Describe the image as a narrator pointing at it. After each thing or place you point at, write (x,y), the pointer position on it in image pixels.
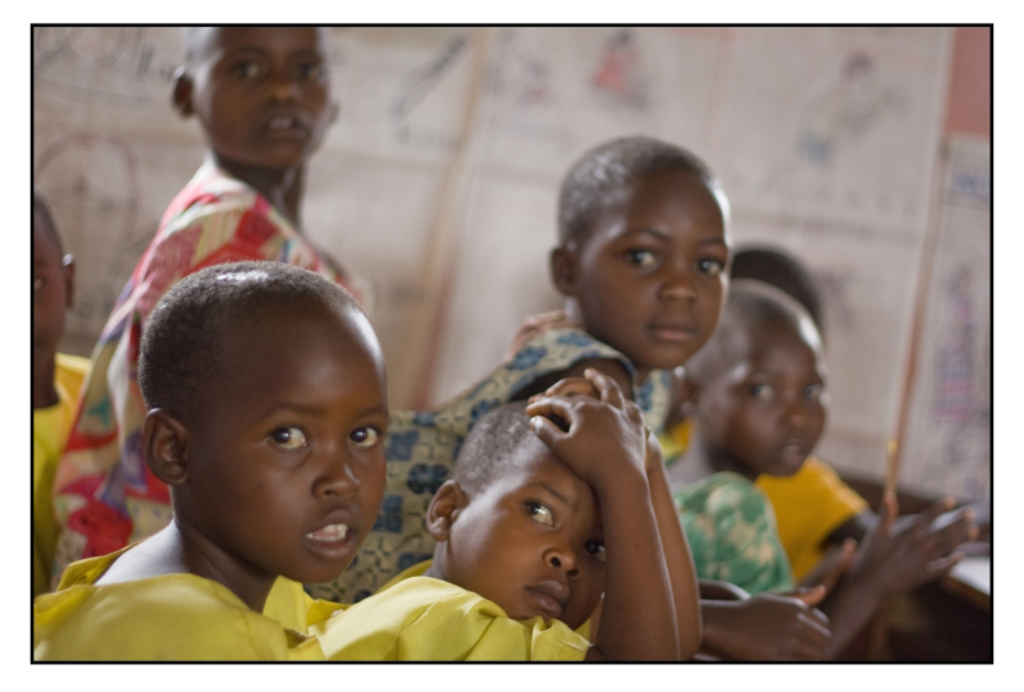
In this image I can see group of people (502,530), some are sitting and some are standing. In front (132,618) the person (188,658) is wearing yellow color dress (203,637) and I can see blurred background (98,80).
